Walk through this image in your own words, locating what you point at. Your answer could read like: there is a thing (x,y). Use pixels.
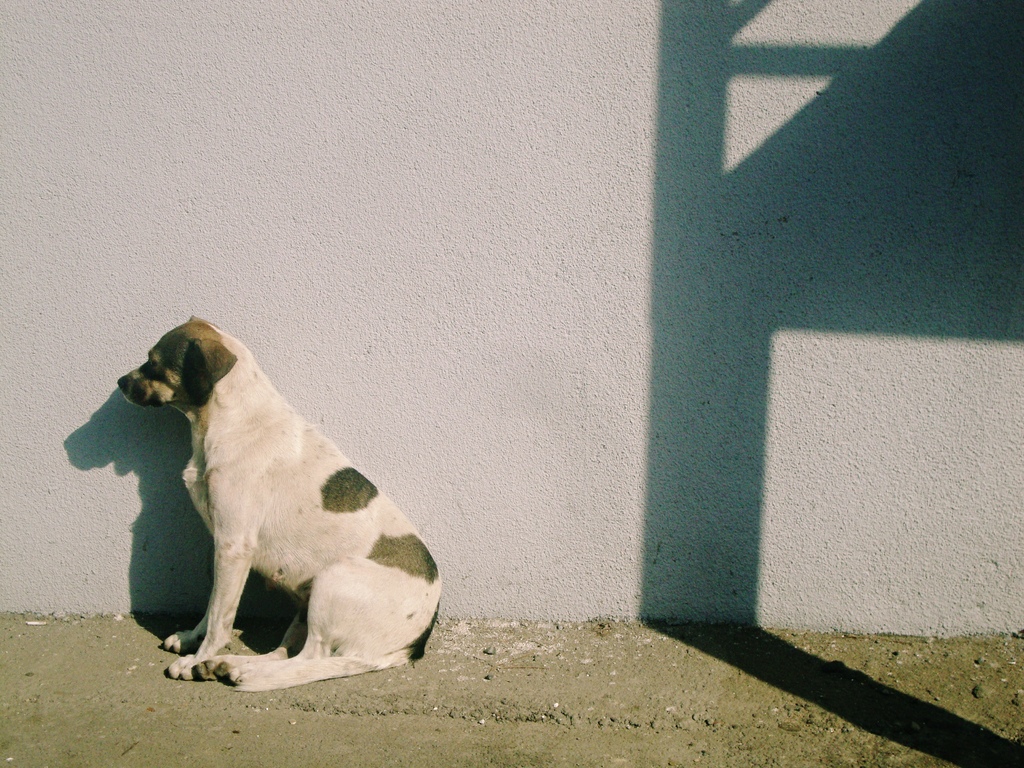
In this picture we can see a dog (211,514) is sitting. Behind the dog (281,433) there is the shadow (749,330) of an object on the wall (682,220).
